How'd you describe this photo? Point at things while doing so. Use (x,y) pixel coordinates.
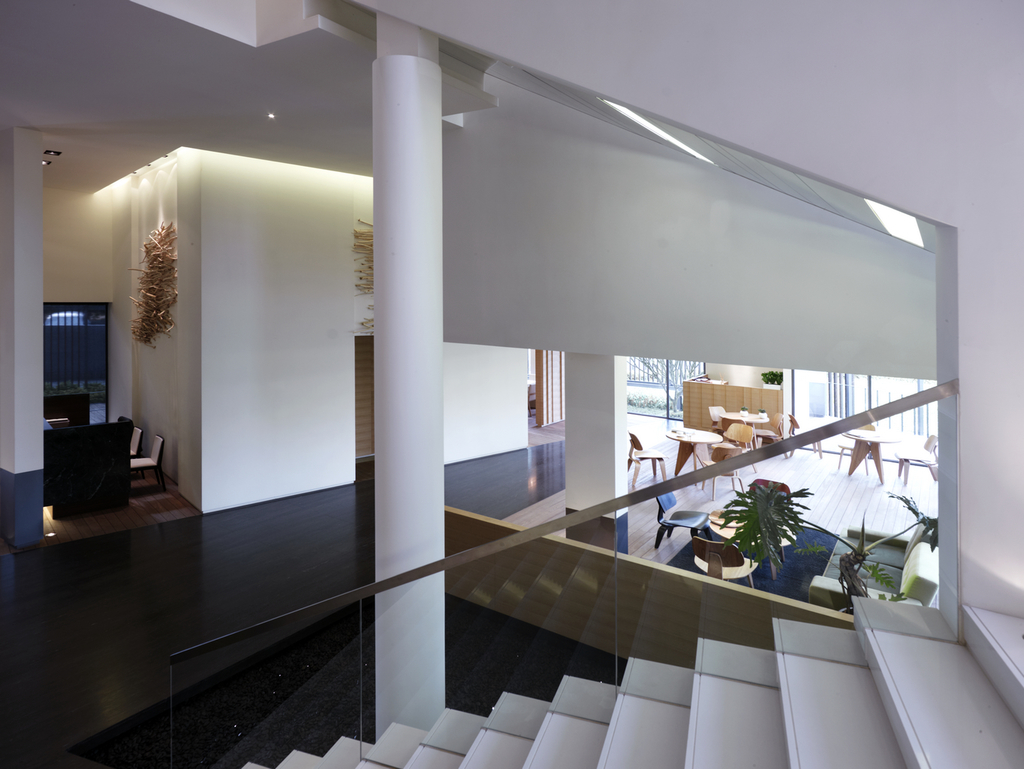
In this picture we can observe stairs (814,699) and a glass railing (446,624). There is a white color pillar (419,515). On the right side (732,428) there are some tables (679,436) and chairs (713,463). In the background (234,303) there is a wall (257,349).
